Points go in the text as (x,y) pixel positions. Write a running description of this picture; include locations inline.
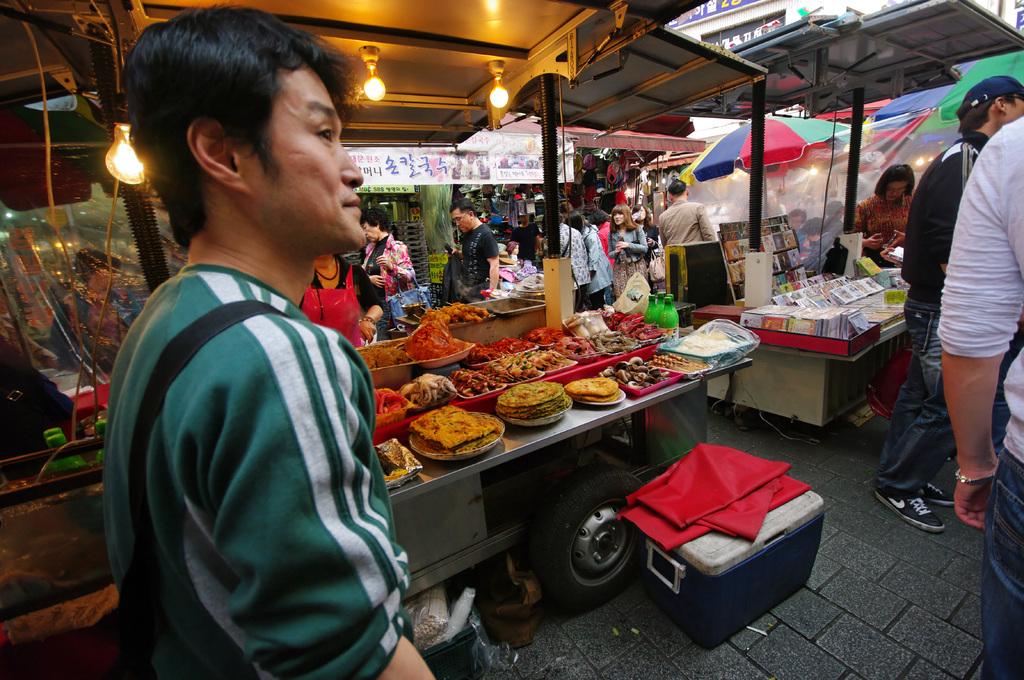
In this picture we can see some people (262,417) are standing and on the path (609,608) there is a plastic container (661,596) with a cloth (702,456). Behind the container (708,556) there are vehicles (737,364) with some food items (548,331) and some objects (775,241). Behind the vehicles (447,98) there are shops (518,209) and banners (516,170).
